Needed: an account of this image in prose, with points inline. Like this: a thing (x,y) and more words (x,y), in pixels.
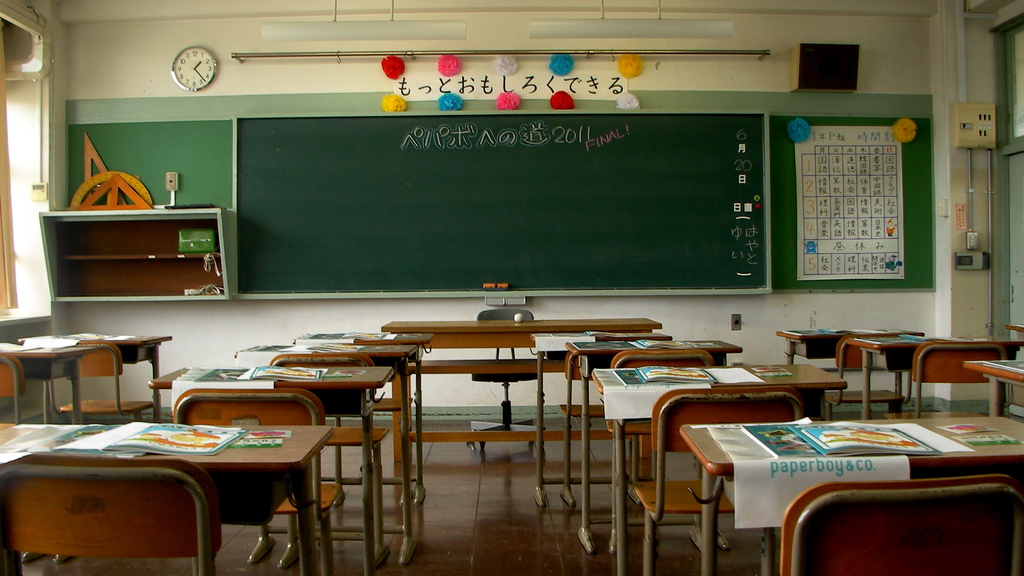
In this picture we can see inside view of the classroom (402,397). In the front (634,387) we wooden bench (699,425) and chairs (208,397). Behind we can see green board (757,248) and calendar (825,185). On the top (203,81) we can see the clock (212,70) on the yellow wall (126,71).
